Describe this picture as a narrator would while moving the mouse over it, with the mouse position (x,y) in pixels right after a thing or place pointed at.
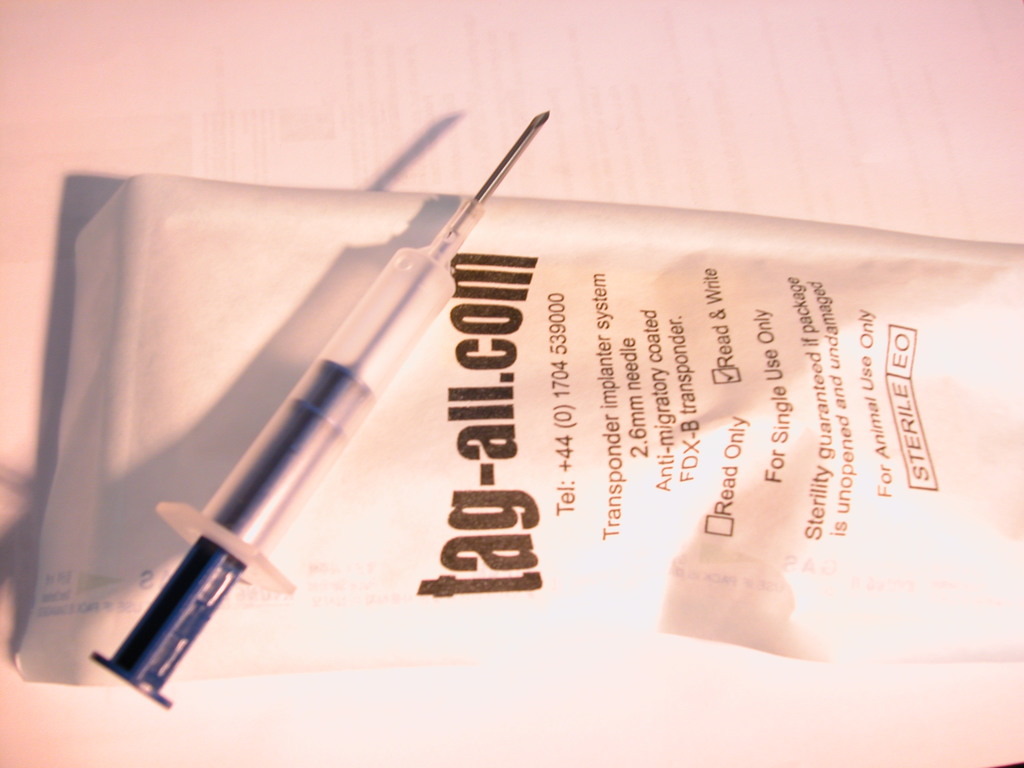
In the image we can see an injection (244,462) and a paper (574,456).
